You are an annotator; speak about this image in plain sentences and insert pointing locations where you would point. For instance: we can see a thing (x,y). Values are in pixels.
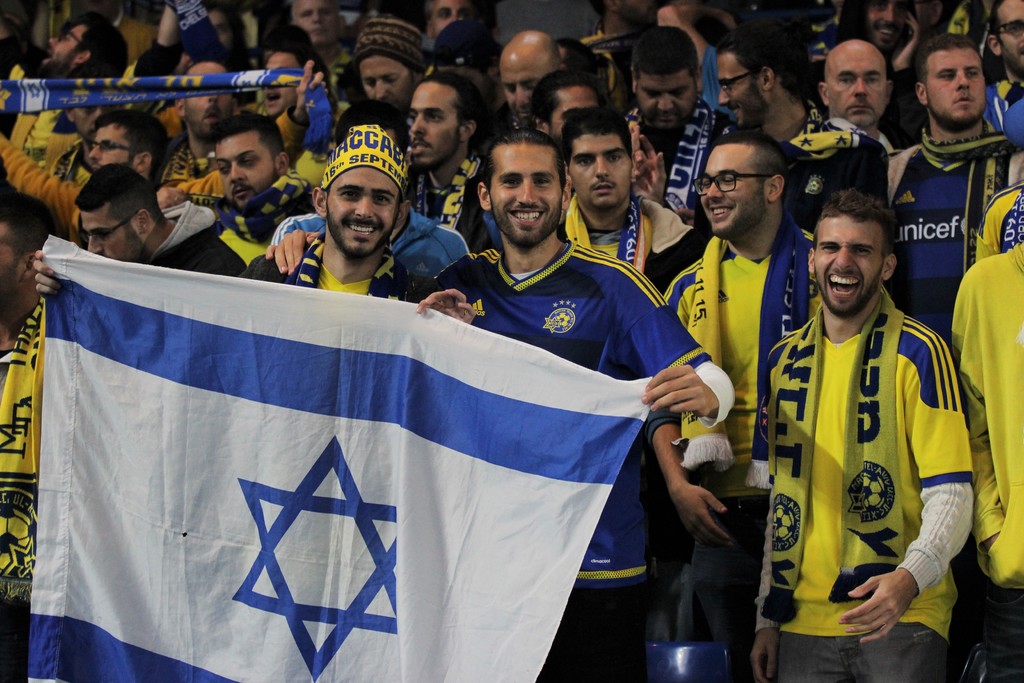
In this image we can see group of people (692,96) standing. One person (611,370) is wearing a blue t shirt (597,319) is holding a flag (581,456) in his hand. One person (744,323) is wearing spectacles (729,187) is wearing a yellow t shirt (745,416).
